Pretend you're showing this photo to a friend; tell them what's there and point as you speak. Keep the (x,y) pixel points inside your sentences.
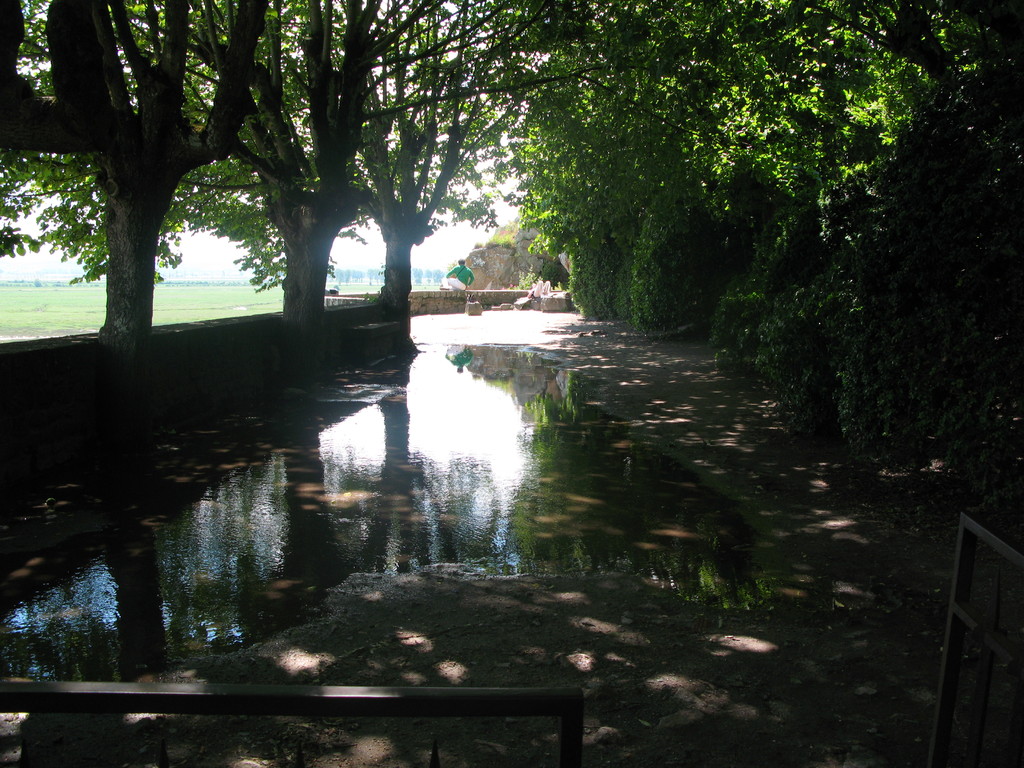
There is water (525,364) in the foreground area of the image (547,445), it seems like railing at the bottom side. There are trees (540,247), grassland (239,297), stones (499,257), man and sky (350,262) in the background area (250,307).
